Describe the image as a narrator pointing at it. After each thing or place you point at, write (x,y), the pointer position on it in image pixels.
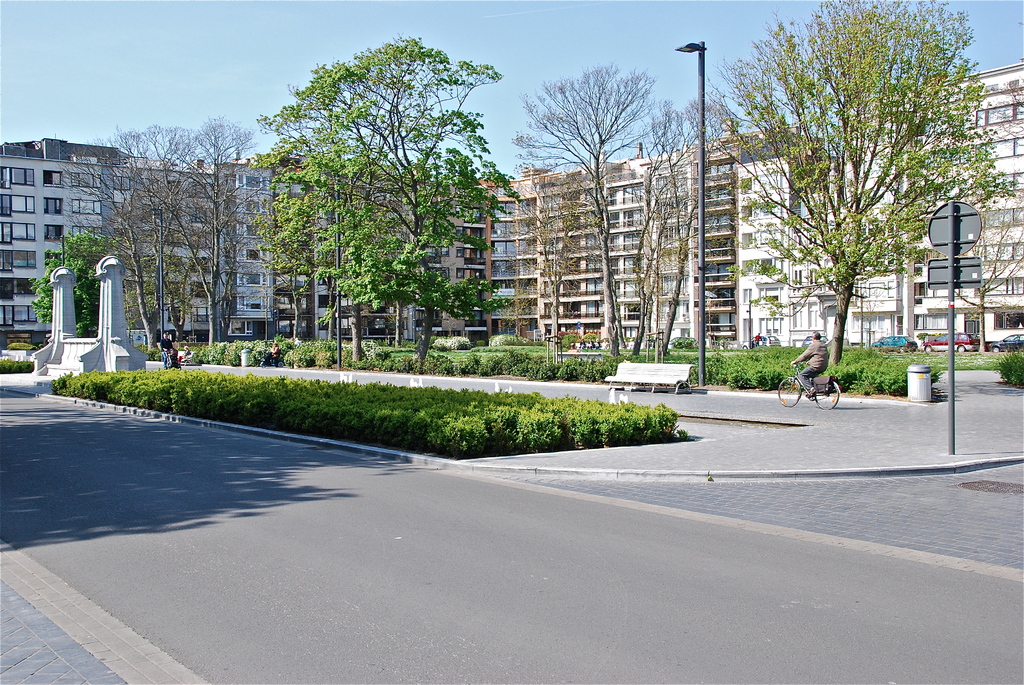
In this image I can see plants (363,421), light poles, pillars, a person (825,366) is riding a bicycle (815,385) on the road (701,397), trees (353,345) and a group of people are sitting on the benches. In the background (12,153) I can see buildings (581,221), windows (79,183), vehicles (1001,345) on the road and the sky (113,116). This image is taken may be on the road (484,529).
